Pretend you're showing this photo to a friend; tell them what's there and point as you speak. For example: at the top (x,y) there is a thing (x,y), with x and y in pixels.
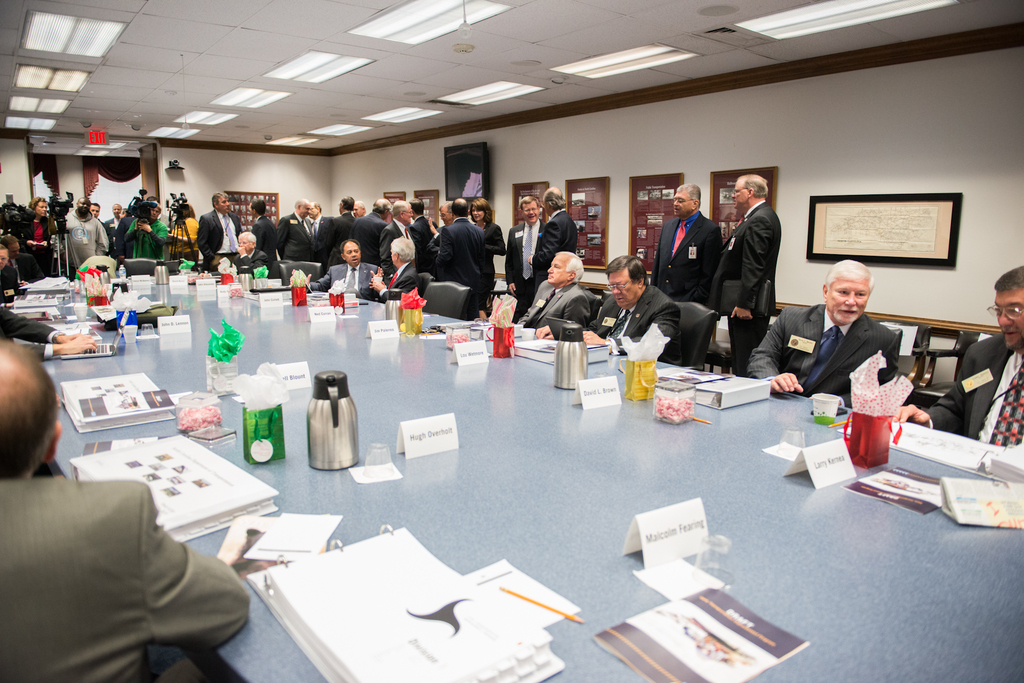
In the given image we can see many people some of them are sitting and some of them are standing. This is a table (414,369) on which jug (334,441) is kept.
